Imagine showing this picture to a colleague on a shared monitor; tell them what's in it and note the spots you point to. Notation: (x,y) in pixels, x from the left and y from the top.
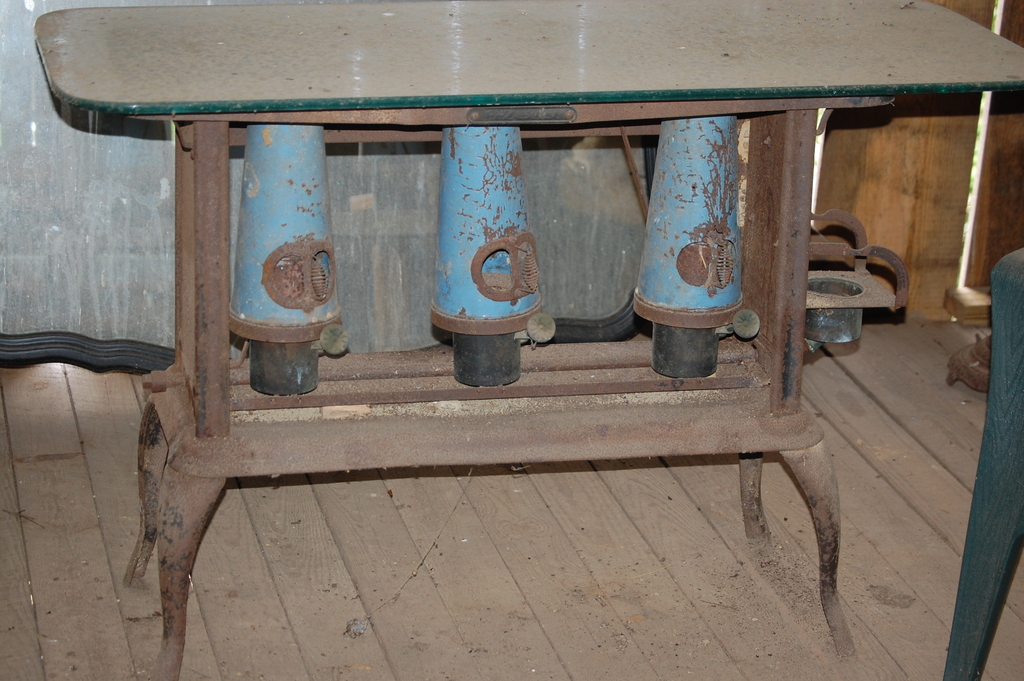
In this image we can see a table (475,245) on the wooden surface (923,422), here is the glass (675,99) on it.
